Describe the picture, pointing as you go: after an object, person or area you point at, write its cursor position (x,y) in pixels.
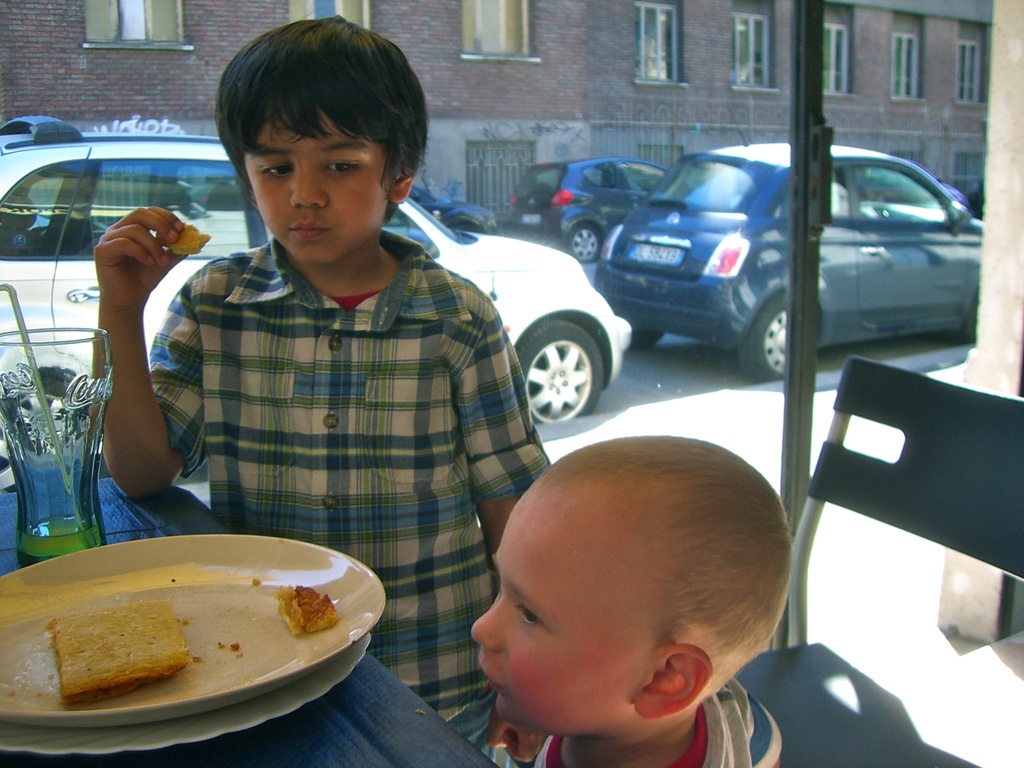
a person (570,688) is sitting on a chair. left to him a person (403,461) is standing. in front of them there is a table (332,745) on which there is a plate (201,701), bread (160,664) on it and a glass (53,417), straw (44,405). behind them on the road (659,367) there are cars (586,251) and at the back (654,96) there is a building (460,96) which has bricks wall (567,90) and many windows (751,52).
